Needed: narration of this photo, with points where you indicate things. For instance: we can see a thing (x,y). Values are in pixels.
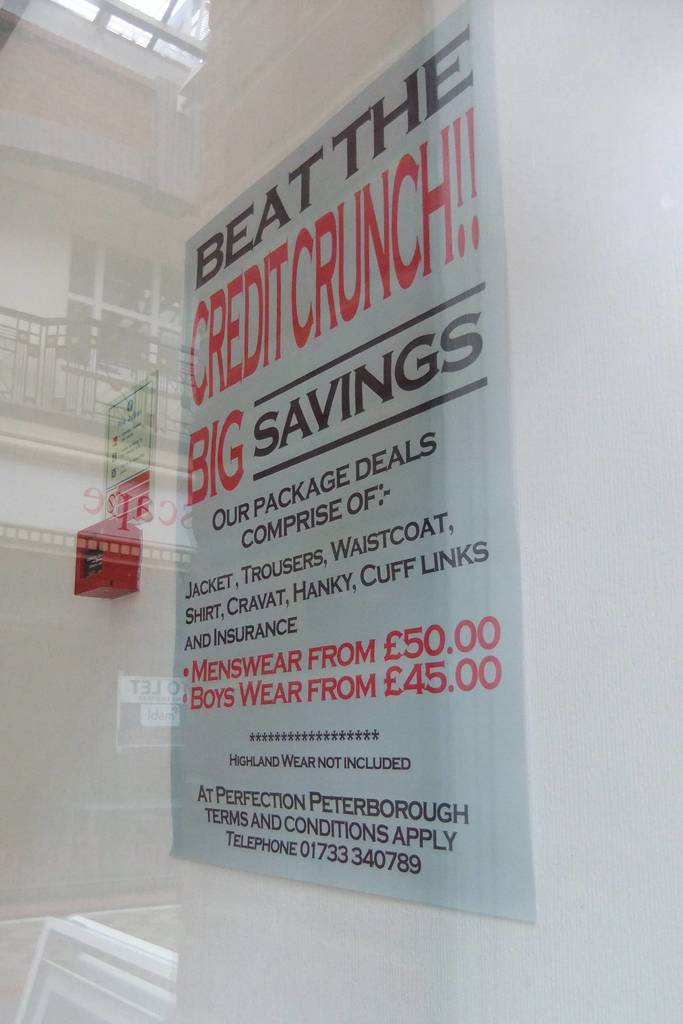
In this image I can see a inner part of the building (179,195). I can see few boards (414,321) and something is written on it. I can see a white wall (66,534).
